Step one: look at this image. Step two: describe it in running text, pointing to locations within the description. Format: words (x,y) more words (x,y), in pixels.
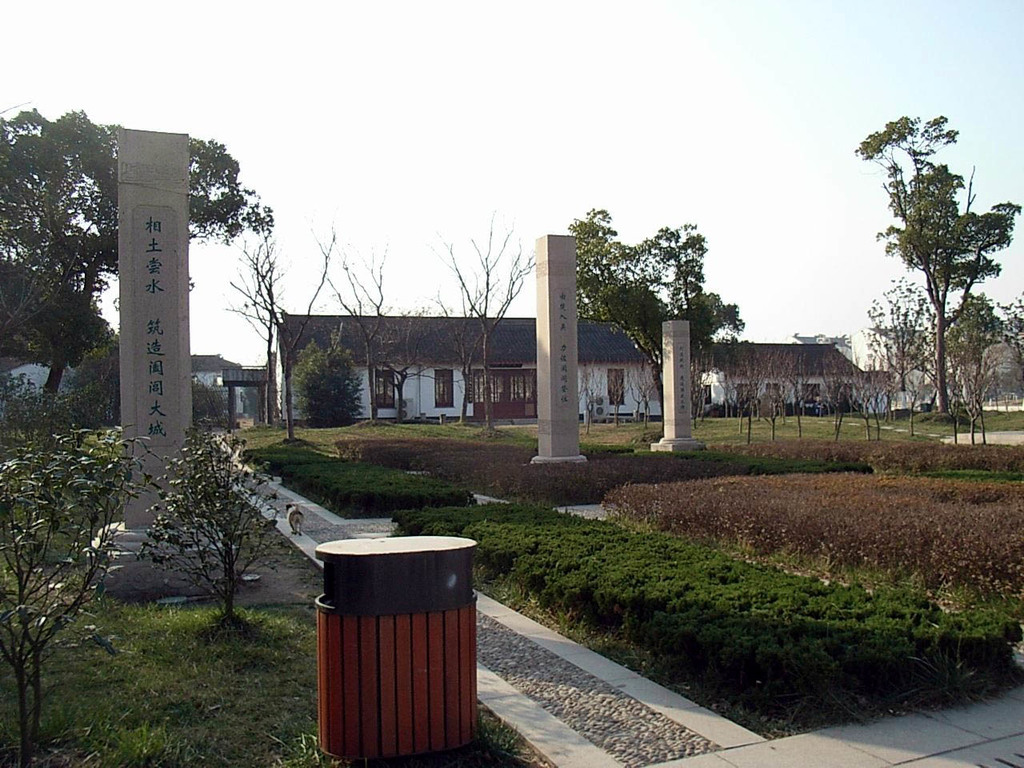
In this image there is grass (633,524), pillars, trees (244,545) and houses (532,336) and there is a dog (294,523) on the pavement (315,524).
